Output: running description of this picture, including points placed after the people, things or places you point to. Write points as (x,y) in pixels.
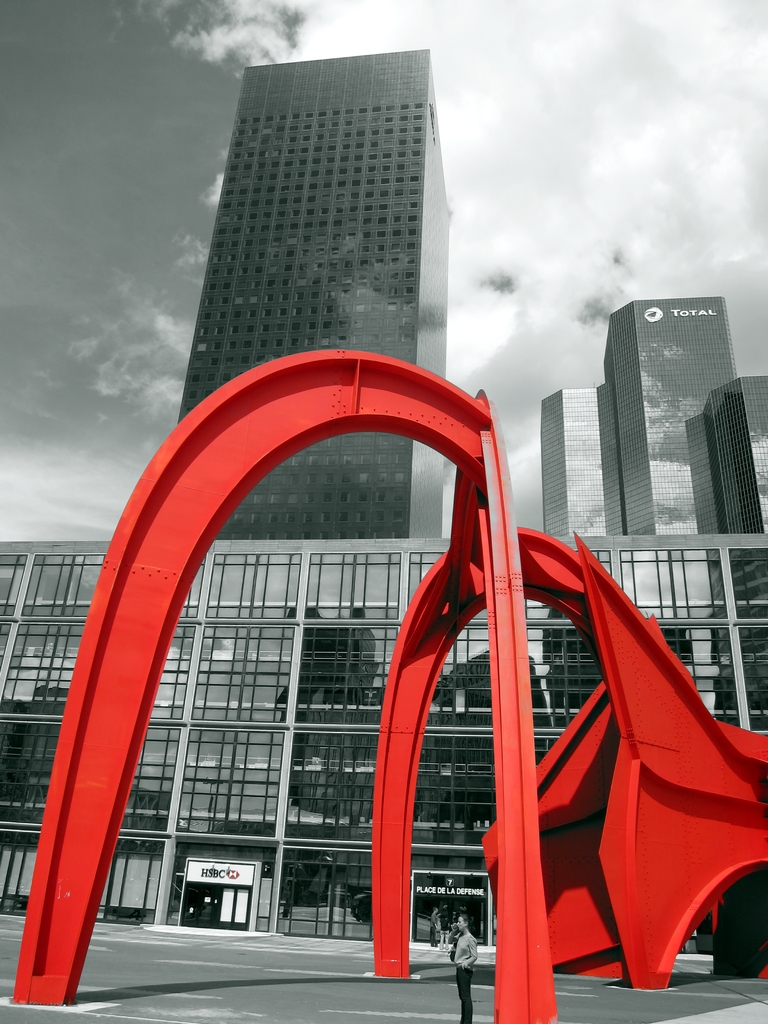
In this image I see the buildings (731,579) and I see the red color thing (541,551) over here and I see the path (415,1007) and I see a person (461,946) over here. In the background (52,10) I see the sky (460,347) and I see a word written on this building (631,365) and there is a logo (648,318).
